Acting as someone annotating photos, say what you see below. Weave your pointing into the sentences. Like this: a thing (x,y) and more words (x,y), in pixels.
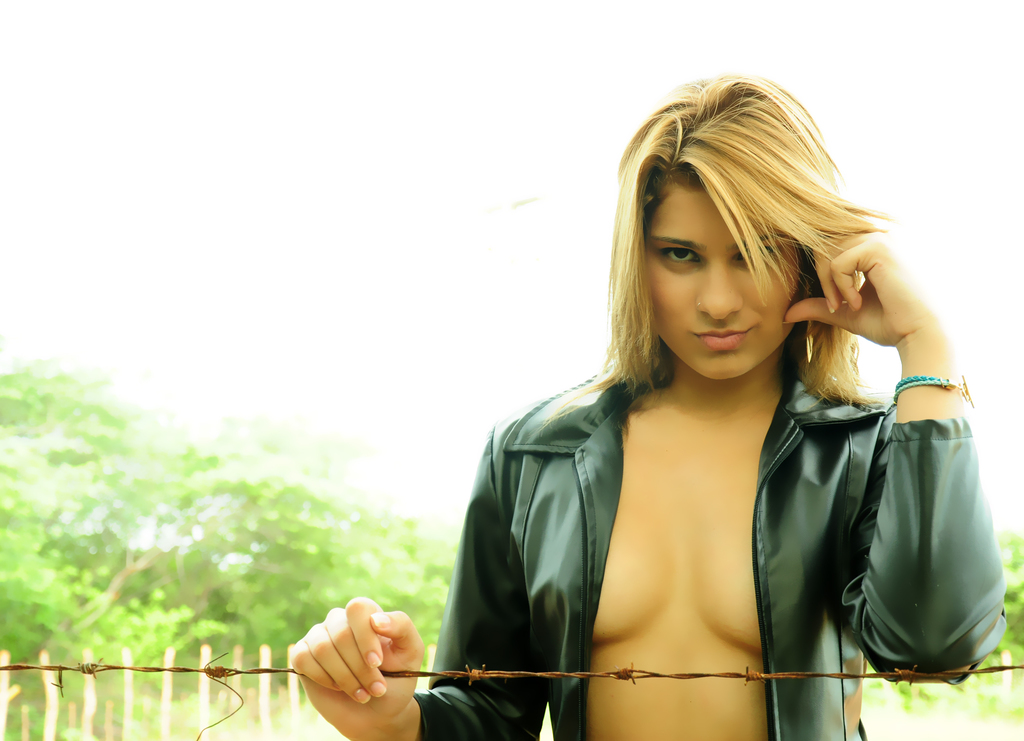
In this image there is a woman (631,405) standing, in front of her there is a wire (911,680), behind her there are a few wooden sticks (208,683) and trees (320,540). In the background (404,193) there is the sky (452,150).
